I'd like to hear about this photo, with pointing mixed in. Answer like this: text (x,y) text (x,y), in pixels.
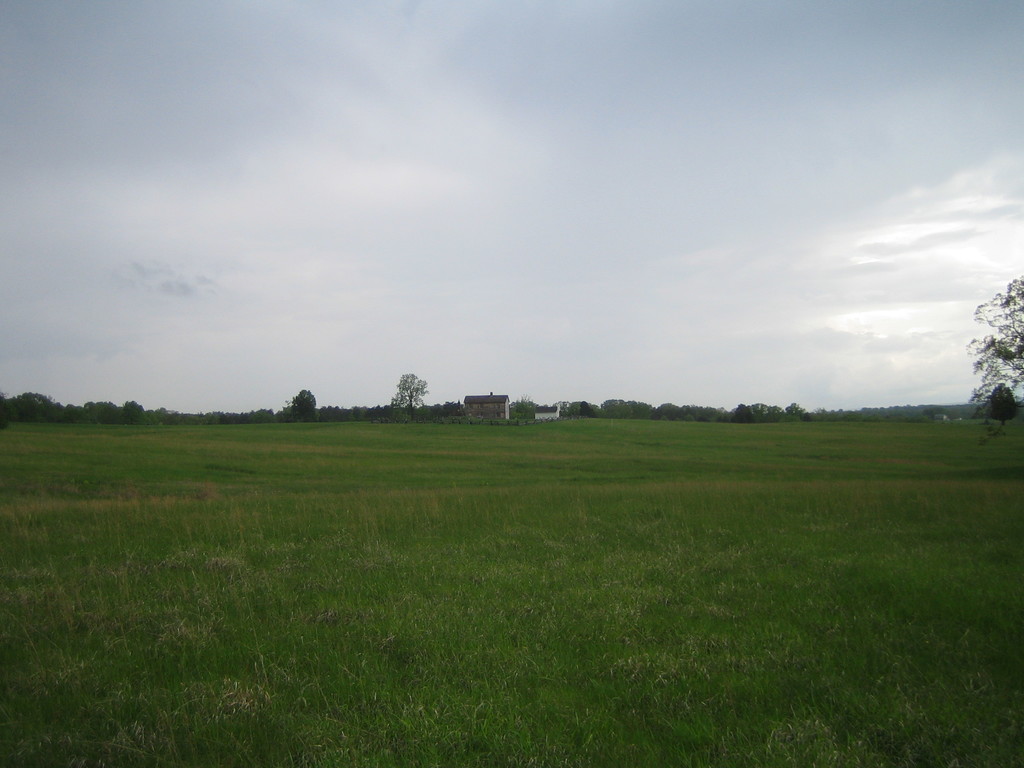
In this picture we can see grass (488,592), trees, and a house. In the background (510,294) there is sky (732,258).
